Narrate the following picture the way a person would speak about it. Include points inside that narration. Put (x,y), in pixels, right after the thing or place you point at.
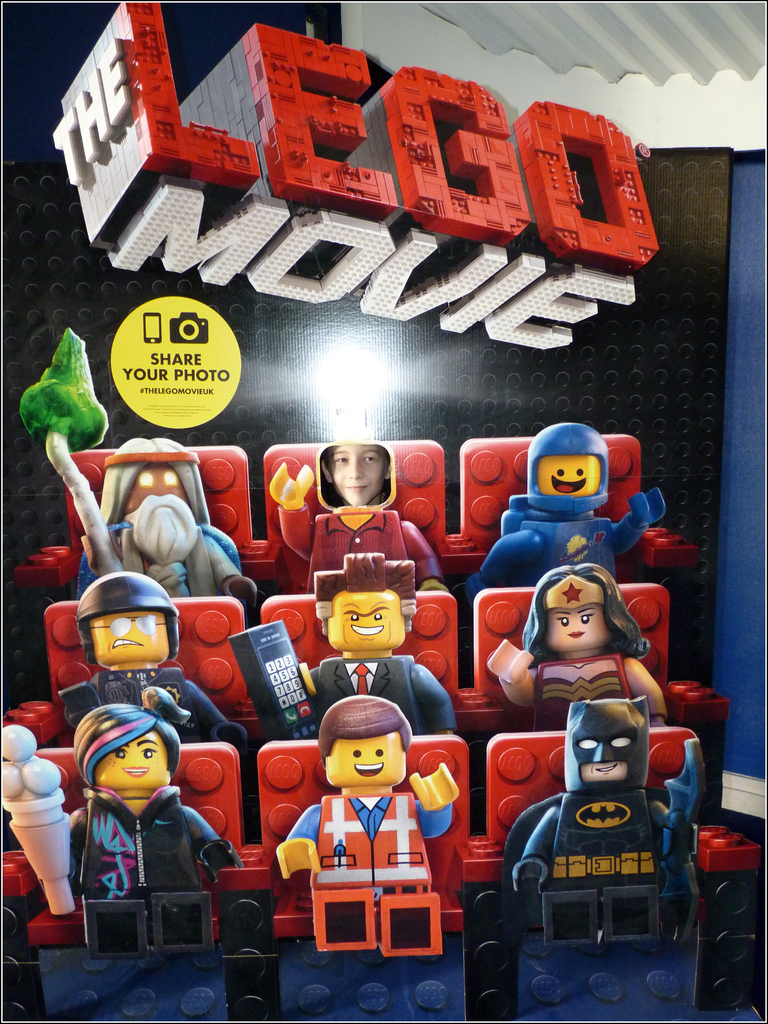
In this picture I can see the toys (349,625) which are placed near to the wall (764,572). In the top right (562,29) I can see the roof (525,25).
